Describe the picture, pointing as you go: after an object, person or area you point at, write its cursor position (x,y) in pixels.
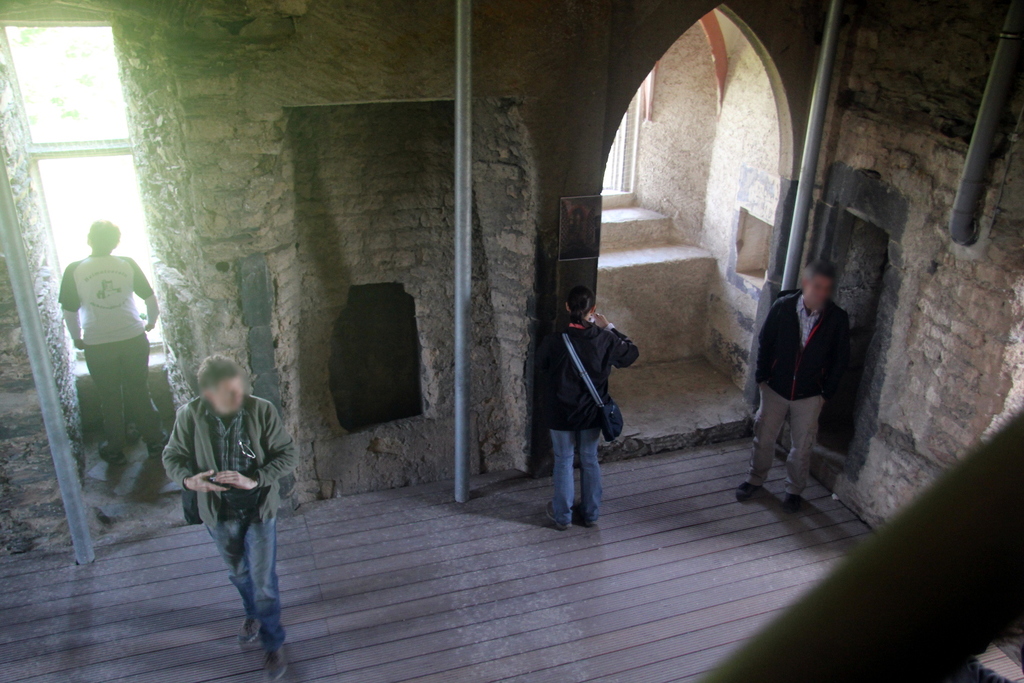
In the image it seems to be in an old building (428,470). On the left side (108,277) there is a person (109,333) stood in front of window (79,144) and man (236,449) walking in the middle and on right side (798,384) there is a man (797,380) stood near wall (889,360) and a woman (587,414) staring at wall (517,295).
